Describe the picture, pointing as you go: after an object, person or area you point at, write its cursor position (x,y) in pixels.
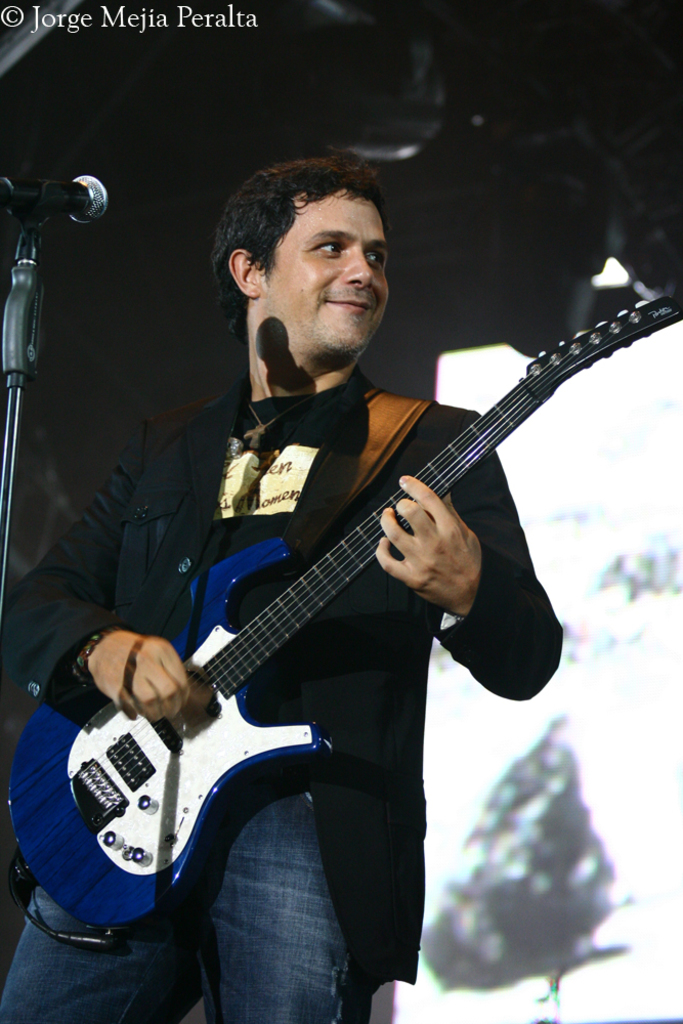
There is a guy (272,533) standing, wearing a coat (366,780), holding a guitar (549,389) in his hand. There is a microphone (24,245) in front of him. He is smiling.
